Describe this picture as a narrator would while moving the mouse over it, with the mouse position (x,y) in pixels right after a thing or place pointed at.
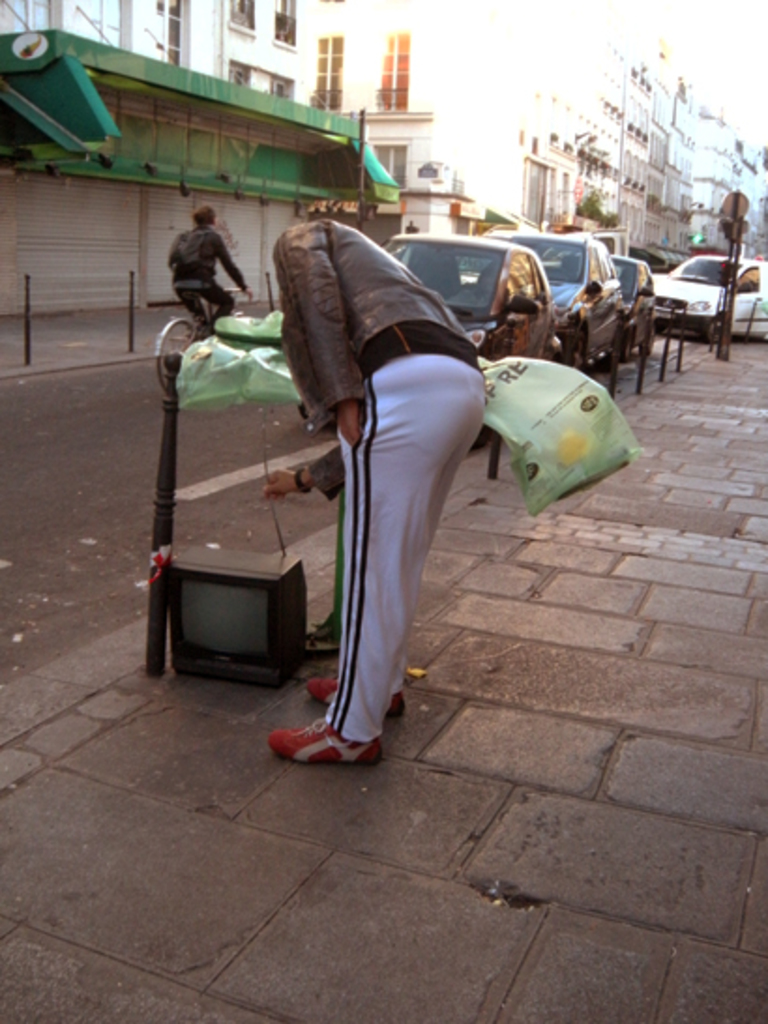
In this image we can see a person (393,643) standing and holding an object (565,417), in front of him there is a TV (222,614), behind him there are many cars (581,325) parked on the road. On the left side of the image (153,134) there are buildings (155,15).
